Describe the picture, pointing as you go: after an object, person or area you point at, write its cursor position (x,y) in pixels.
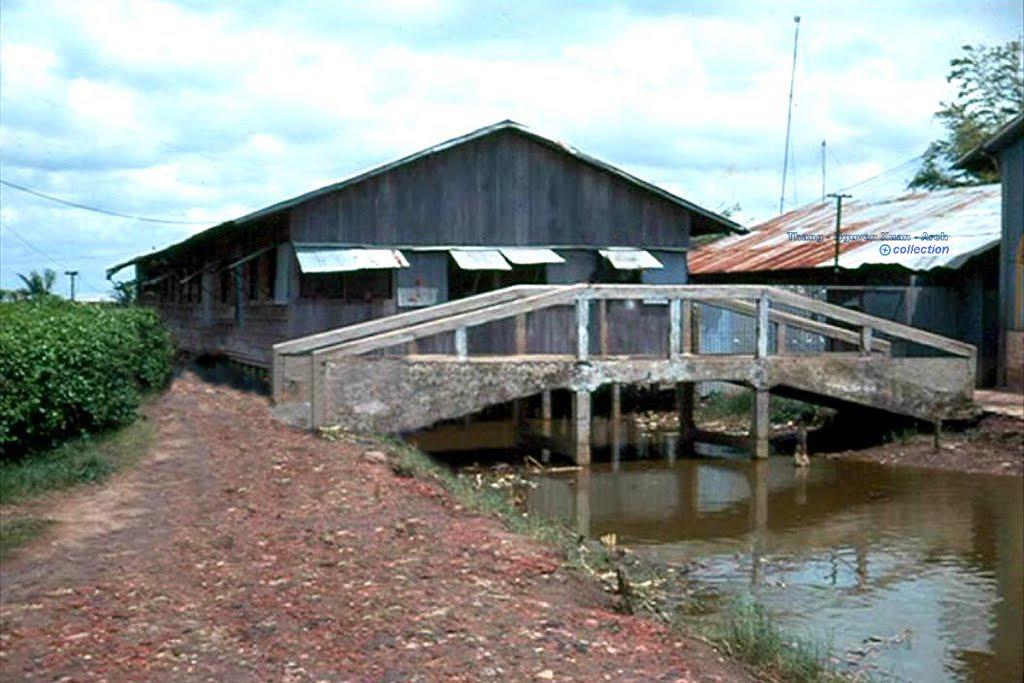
In this image there are houses (545,250). In front of the house (466,251) there is a bridge (420,355) on the water (595,430). To the left (216,613) there is the ground (158,524). There are plants (75,377) and grass (136,441) on the ground (322,458). To the right (803,508) there is the water (871,577). There are poles (790,114) in the image. At the top (225,99) there is the sky (396,61).
